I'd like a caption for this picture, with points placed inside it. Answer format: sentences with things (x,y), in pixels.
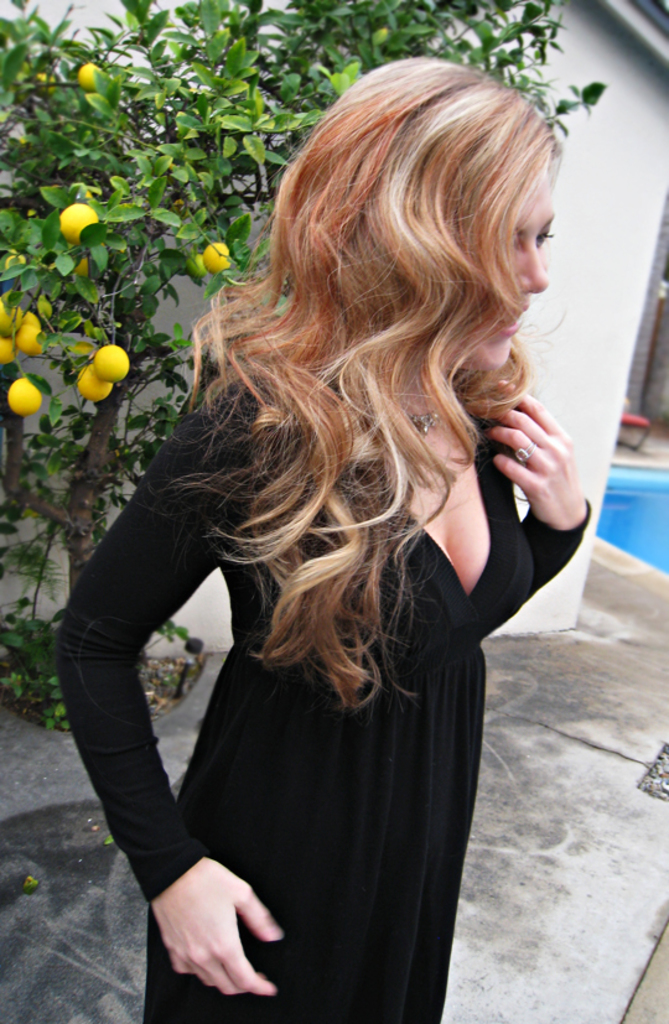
In the middle of the image (290,445) a woman (471,381) is standing. Behind her we can see a lemon tree (352,69) and lemons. Behind the tree (5,34) there is wall (568,10).
